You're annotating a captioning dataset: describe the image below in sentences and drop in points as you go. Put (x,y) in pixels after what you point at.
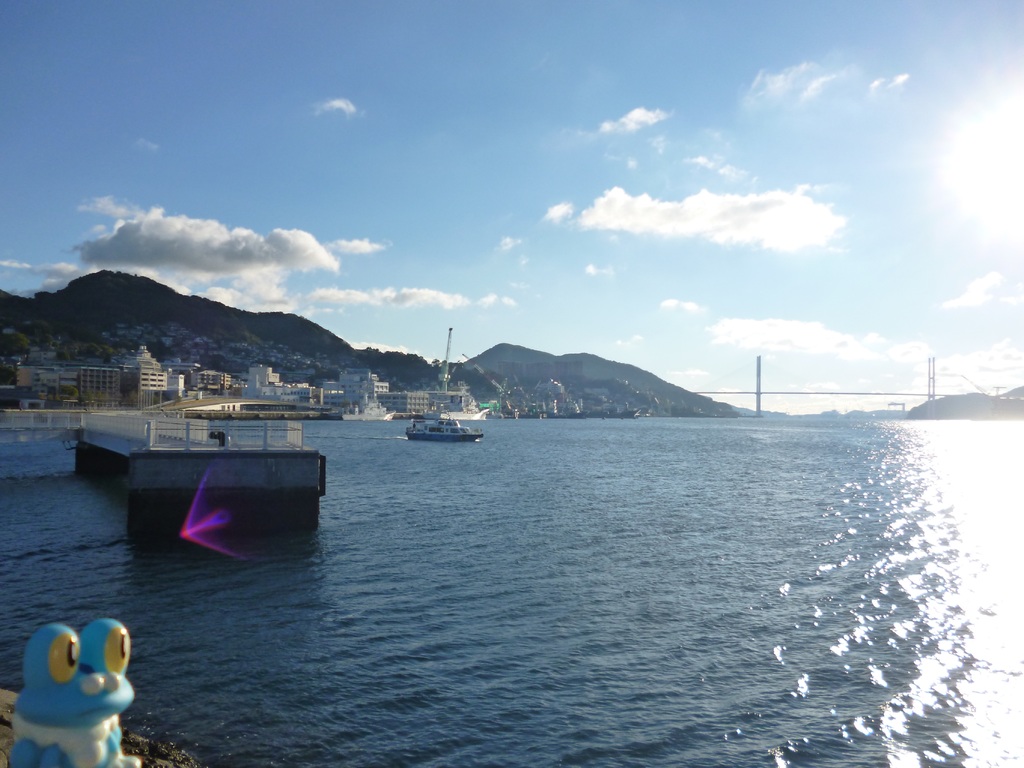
In this image we can see the boat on the water (397,478). Behind the water (397,478) we can see the buildings (267,386), mountains (683,405) and a bridge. At the top (463,122) we can see the sky (353,95). In the bottom left (57,674) there is a toy (63,681).
